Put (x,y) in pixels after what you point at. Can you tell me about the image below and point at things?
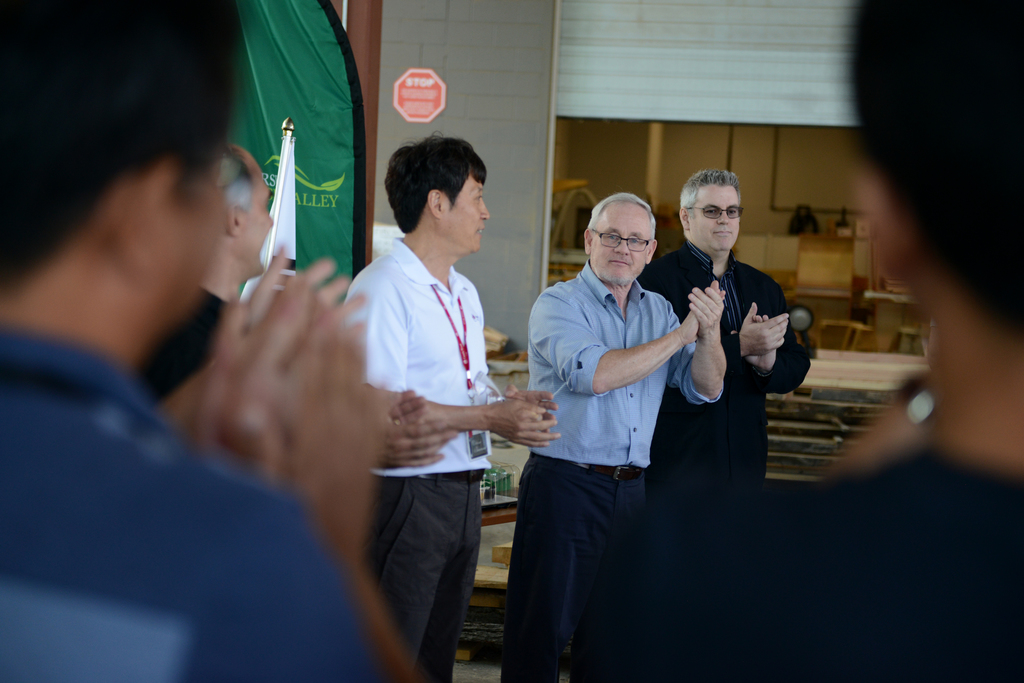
In this image I can see group of people (209,101) standing, the person (475,320) in front (421,340) wearing white shirt (420,385), gray pant (414,525) and the other person (572,415) wearing blue shirt (588,418). Background (333,147) I can see a flag (285,228) in white color and a cloth (314,77) in green color and the wall (488,78) is in gray color.
